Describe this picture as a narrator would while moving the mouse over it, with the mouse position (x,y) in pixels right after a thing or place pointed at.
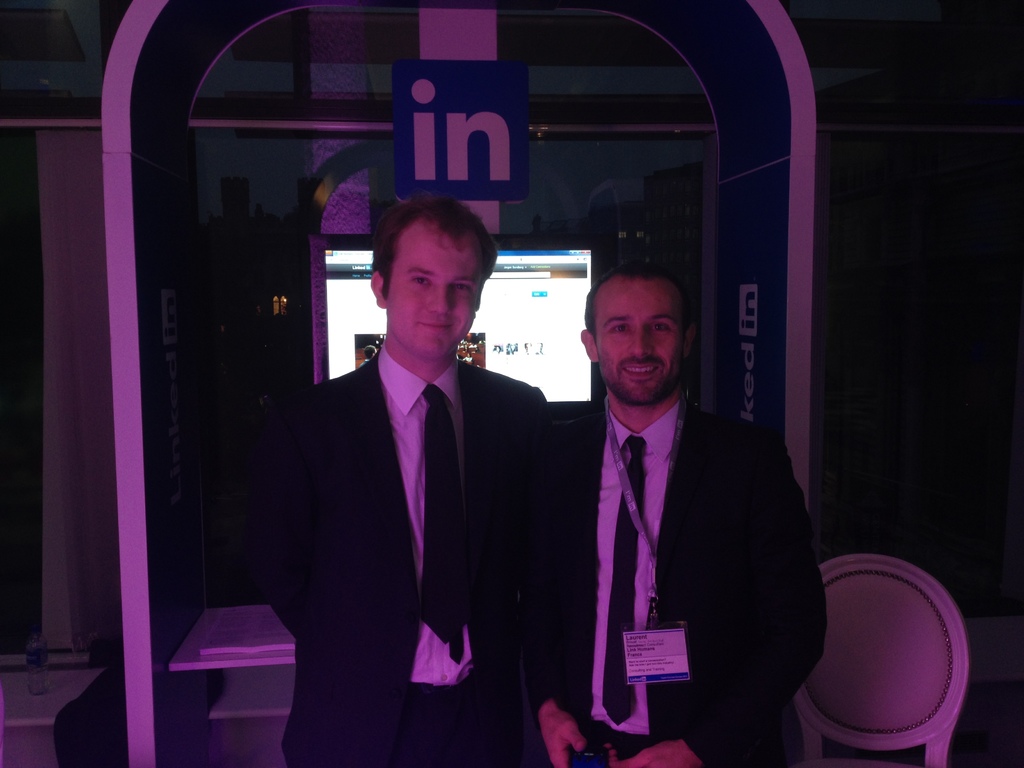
In the picture we can see two men (538,616) are standing together, they are in blazers (342,562), ties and shirts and behind them we can see a monitor screen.
